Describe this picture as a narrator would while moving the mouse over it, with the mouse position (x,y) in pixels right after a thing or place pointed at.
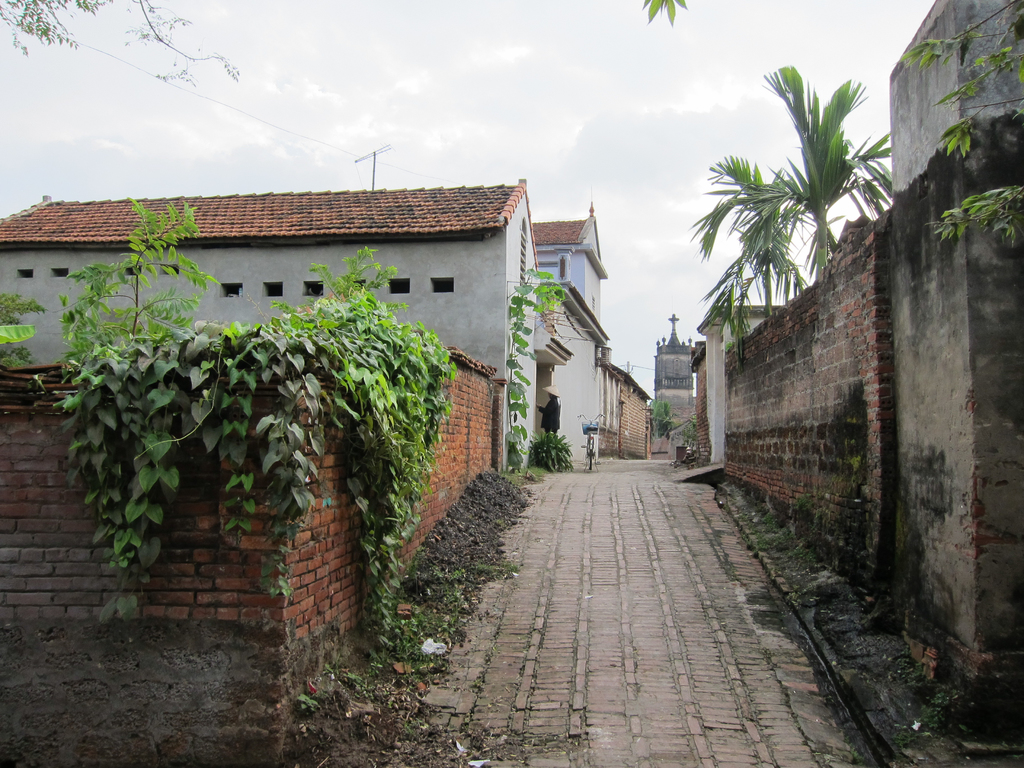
In this picture I can see on the left side (149,351) there are plants (391,490), on the right side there are trees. There are buildings (912,444) on either side of this image, at the top (573,104) there is the cloudy sky (564,105).
